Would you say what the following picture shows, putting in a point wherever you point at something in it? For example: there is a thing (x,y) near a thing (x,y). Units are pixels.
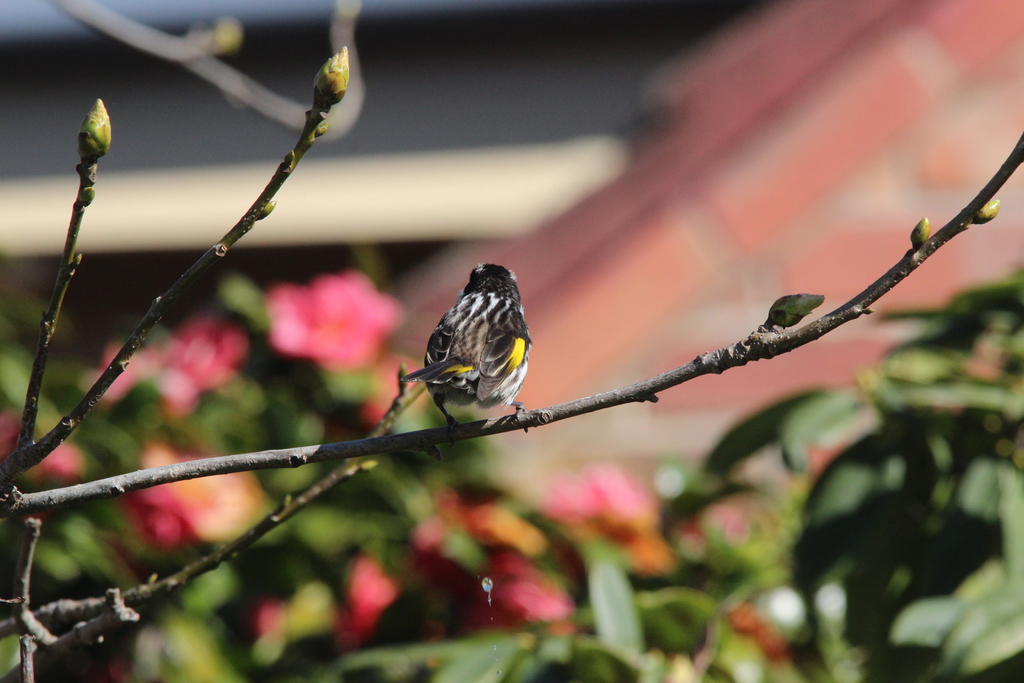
In this image we can see a bird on the branch (263,465) and there are buds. There is a blur background (883,220). We can see plants (823,545) and flowers (1,426).
